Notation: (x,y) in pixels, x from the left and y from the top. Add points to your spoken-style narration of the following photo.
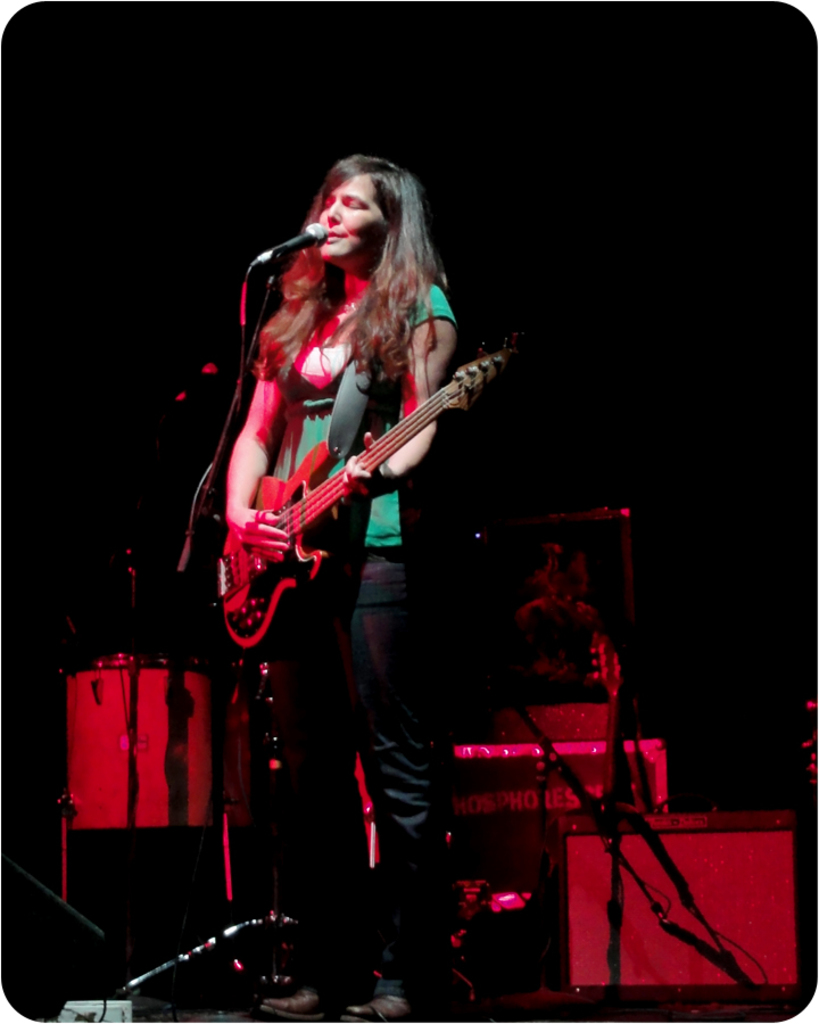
In this image we can see a lady (283,289) holding a guitar (322,558) in her hands (252,527) and playing it. She is also singing through the mic (283,250). In the background of the image (154,794) we can see a drum (173,759).
